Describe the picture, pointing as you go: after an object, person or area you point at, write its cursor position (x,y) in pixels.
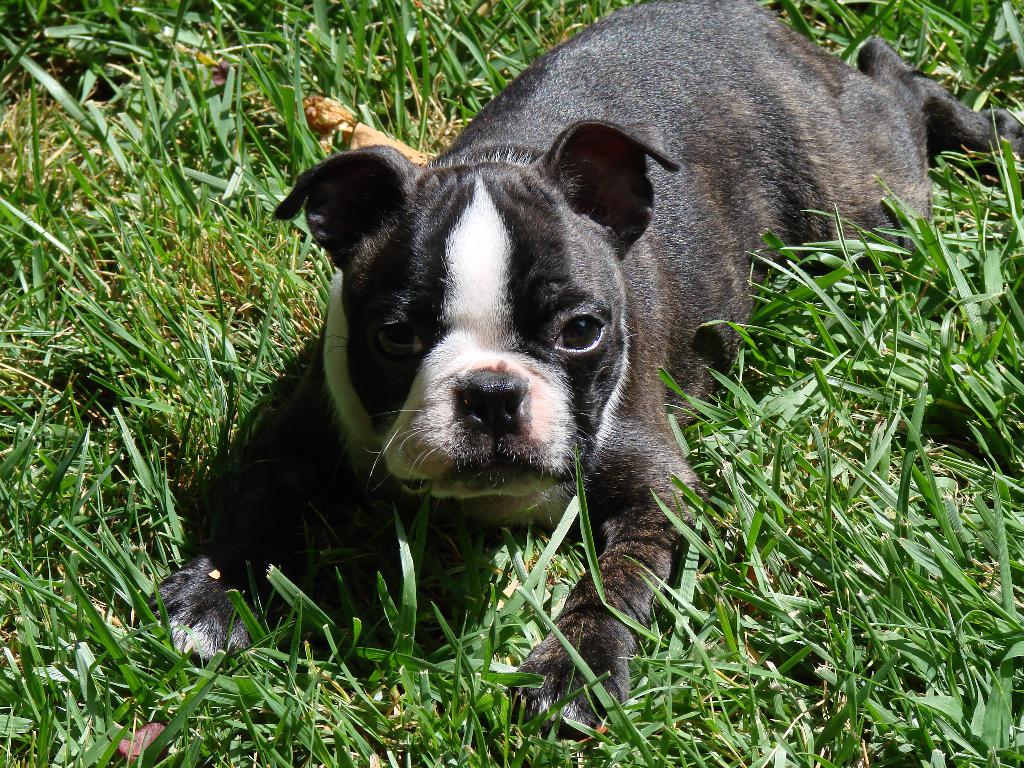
In this image I can see a dog (632,251) which is black, brown and white in color and some grass (398,672) on the ground (748,557).
